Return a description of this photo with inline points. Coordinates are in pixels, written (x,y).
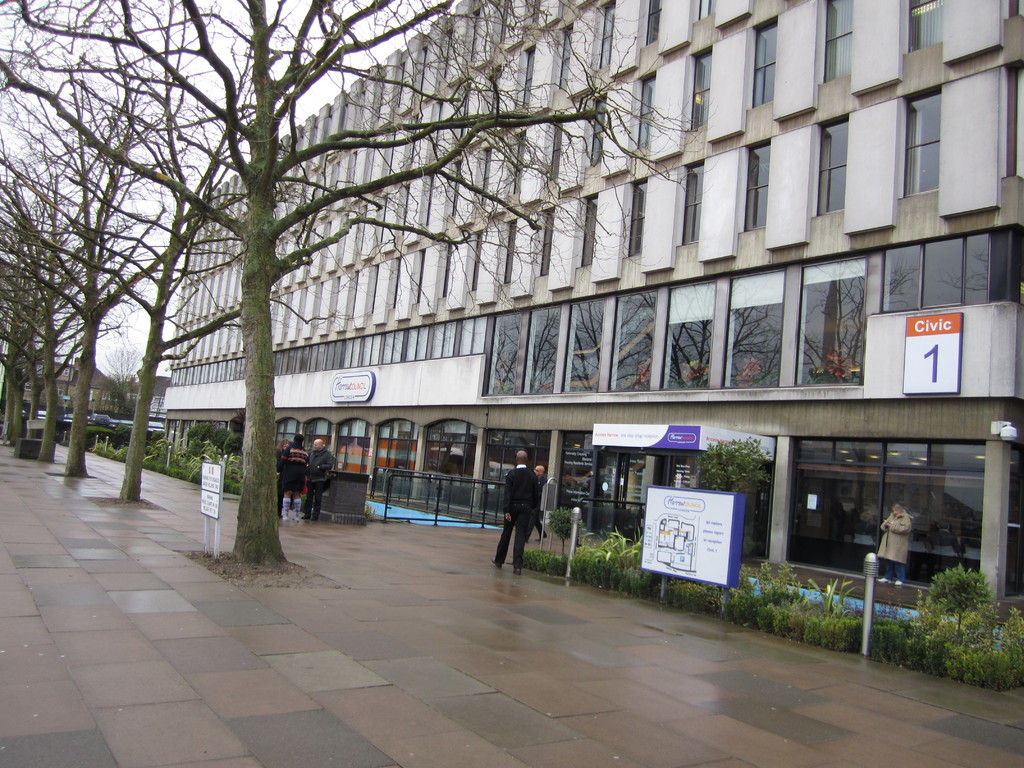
In the foreground of this image (194,554), there are trees (75,423) and a board (208,506) on the side path (241,657). On the right (851,395), there is a building (673,418), few boards (650,434), plants (938,645) and bollards (572,552). We can also see people (536,500) standing and walking. At the top (238,7), there is the sky (222,7).
